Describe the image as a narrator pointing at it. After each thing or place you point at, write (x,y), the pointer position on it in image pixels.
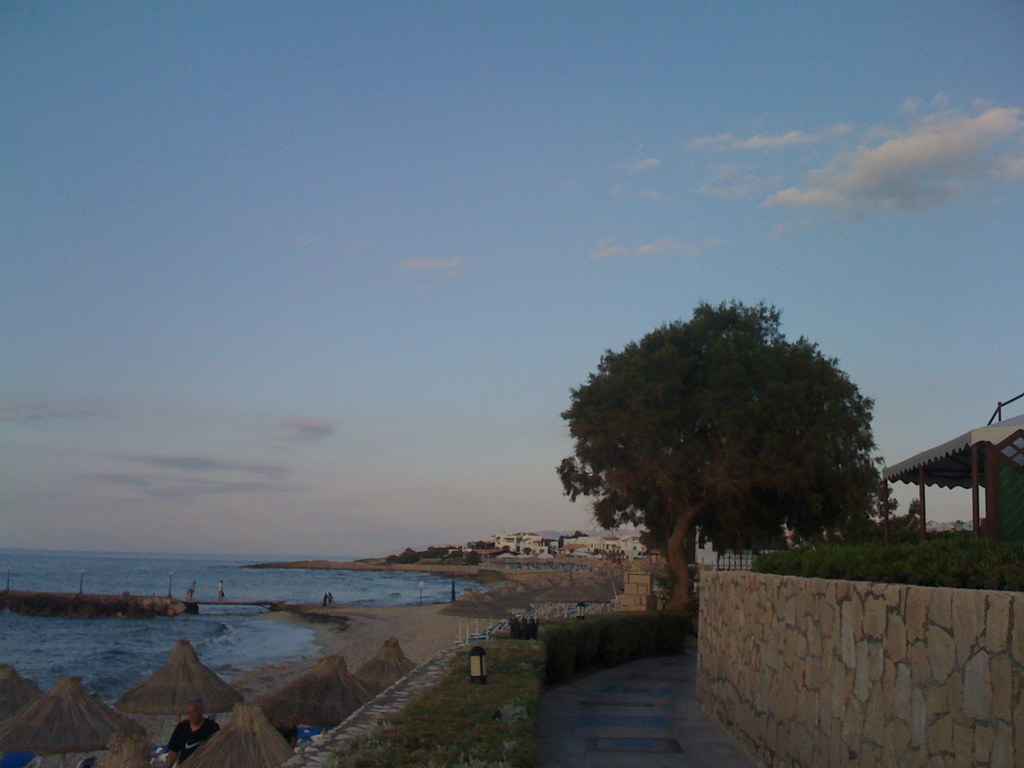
In this image we can see tree (654,493), plant (675,641), boundary wall (717,629), shelter (947,455), buildings (595,544), grass umbrellas (263,711) and sea (98,647). The sky (270,231) is in blue color with some clouds (890,162).
